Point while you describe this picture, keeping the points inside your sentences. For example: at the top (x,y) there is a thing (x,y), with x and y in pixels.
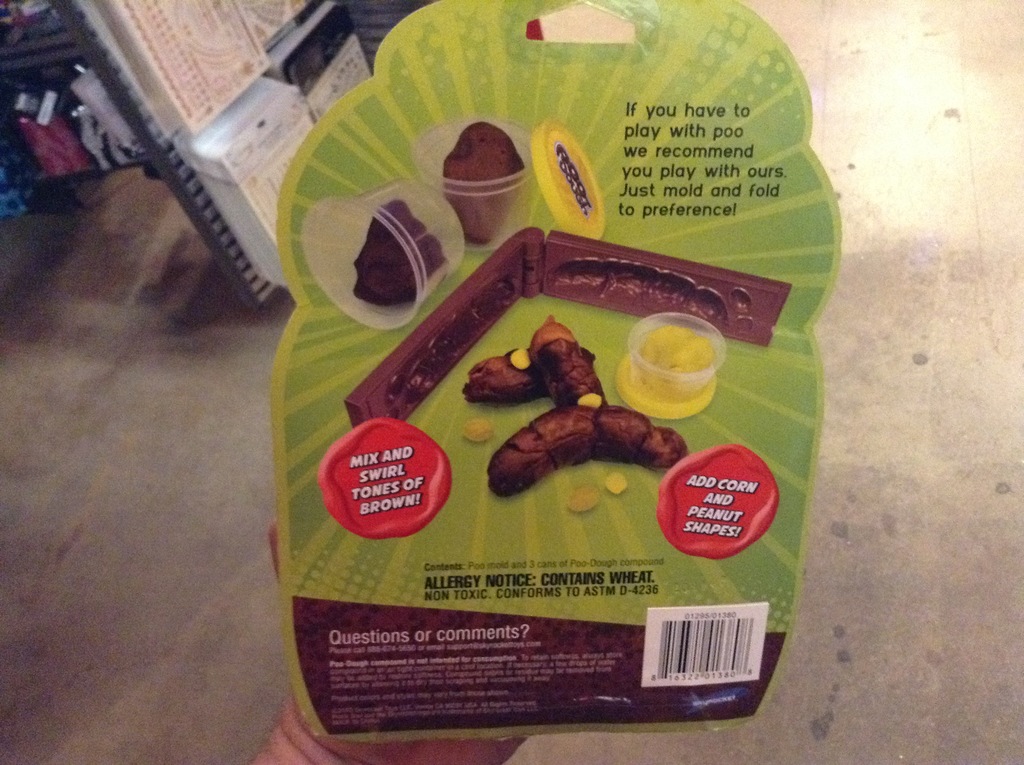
In this picture we can see a person's hand (434,751), we can see something present in this hand (495,747), at the bottom (889,614) there is floor (954,581).
